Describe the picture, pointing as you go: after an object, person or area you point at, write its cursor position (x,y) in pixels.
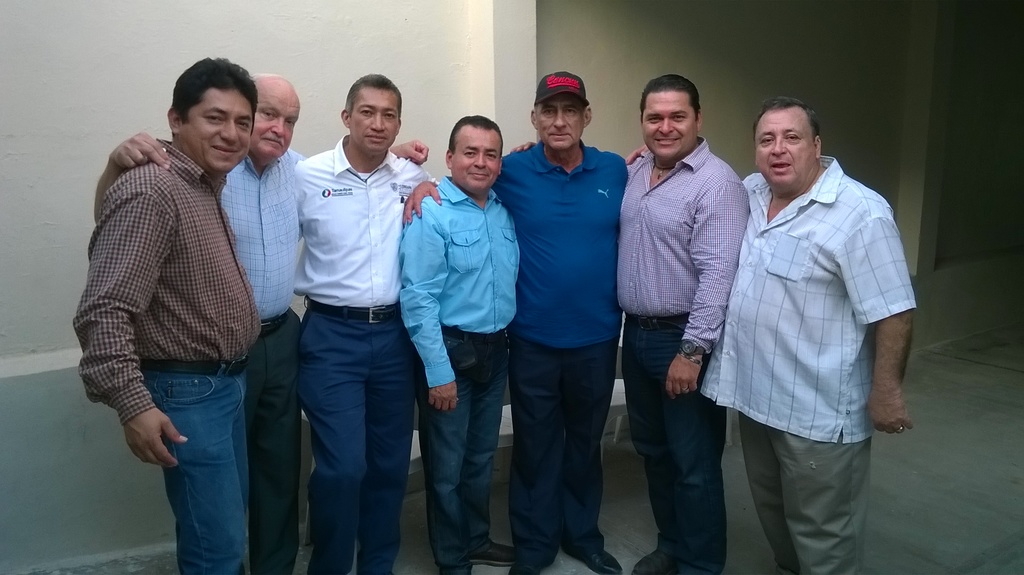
In this picture I can see few people (565,331) standing and a man (566,136) wore cap (578,82) on his head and I can see bench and a wall (595,69) in the back (392,15).
